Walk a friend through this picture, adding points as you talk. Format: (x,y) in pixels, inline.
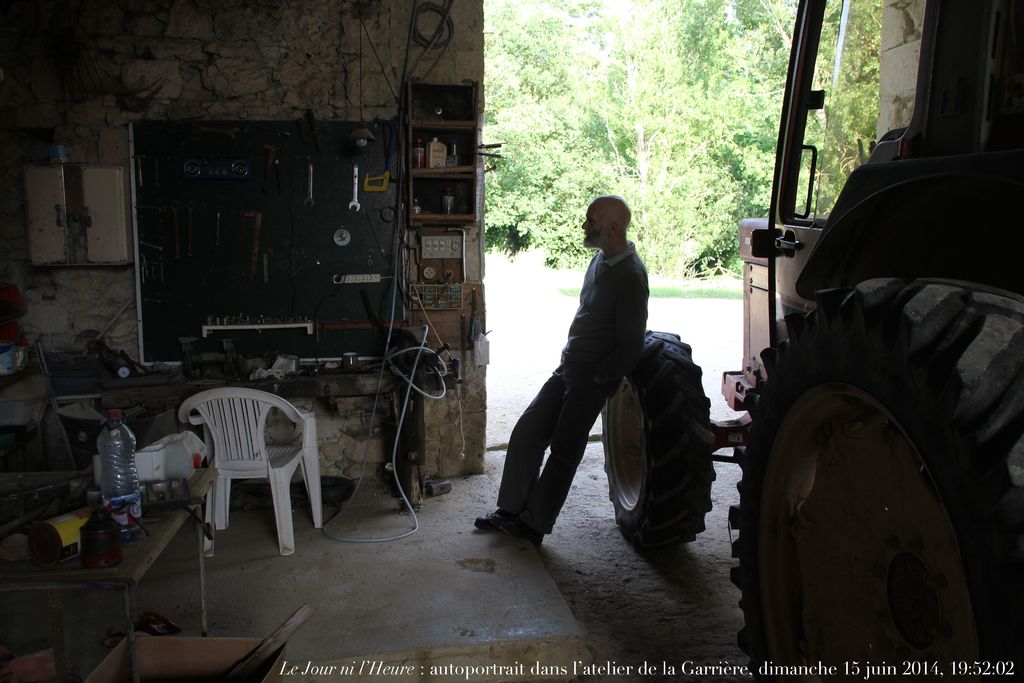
Here in the daytime we can see a vehicle (766,232) present and man (570,445) is leaning on the Tyre (664,418) of the vehicle (665,462) and we can see trees (552,112) outside at the left side (136,529) we can see a table (138,544) and bottle (116,494) present on it and there is a chair (223,485) present and there are mechanical equipments (411,294) present.
